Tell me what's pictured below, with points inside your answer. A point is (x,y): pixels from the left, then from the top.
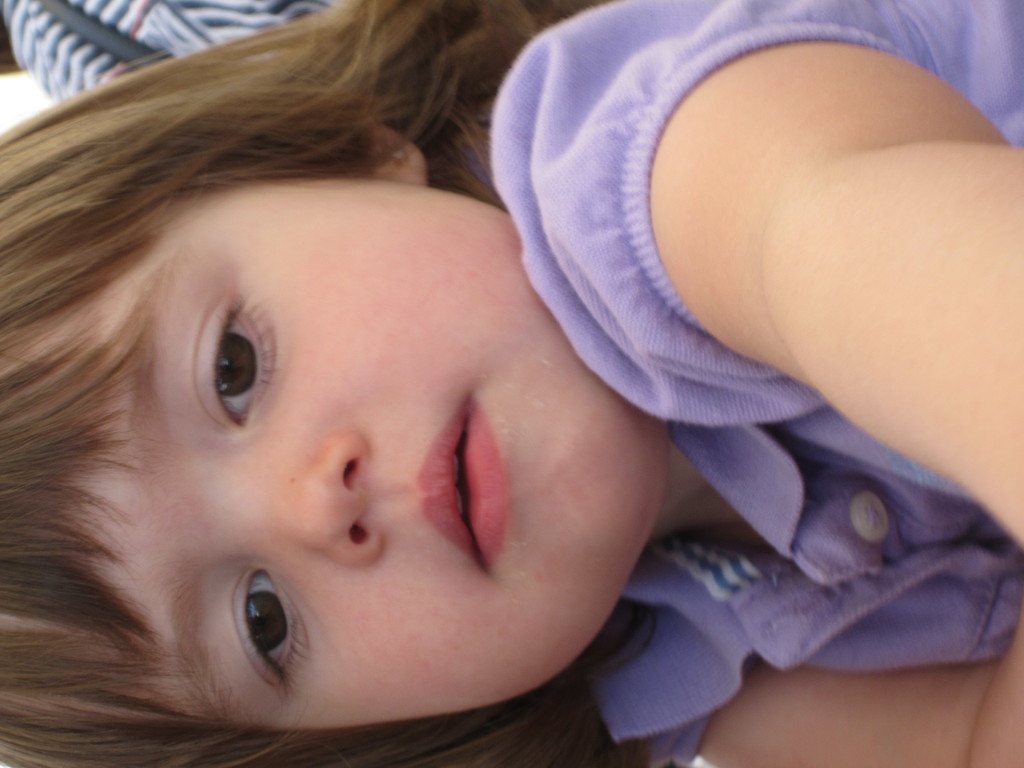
In this image there is a girl (332,202), and in the background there is an object (204,5).
